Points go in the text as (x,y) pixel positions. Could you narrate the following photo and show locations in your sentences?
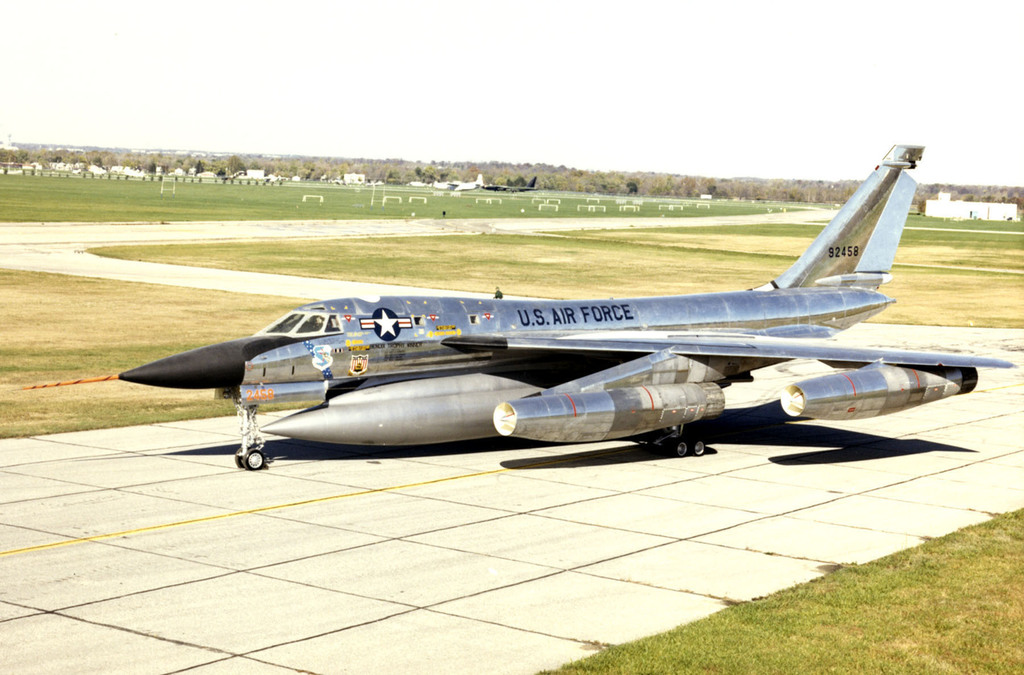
In the foreground of this image (549,391), there is an airplane (409,360) on the runway (462,497). On either side to it, there is grassland (919,610). In the background (707,285), there is grassland (296,183), few airplanes (472,182), buildings (1001,211), trees (585,170) and the sky (377,30).
